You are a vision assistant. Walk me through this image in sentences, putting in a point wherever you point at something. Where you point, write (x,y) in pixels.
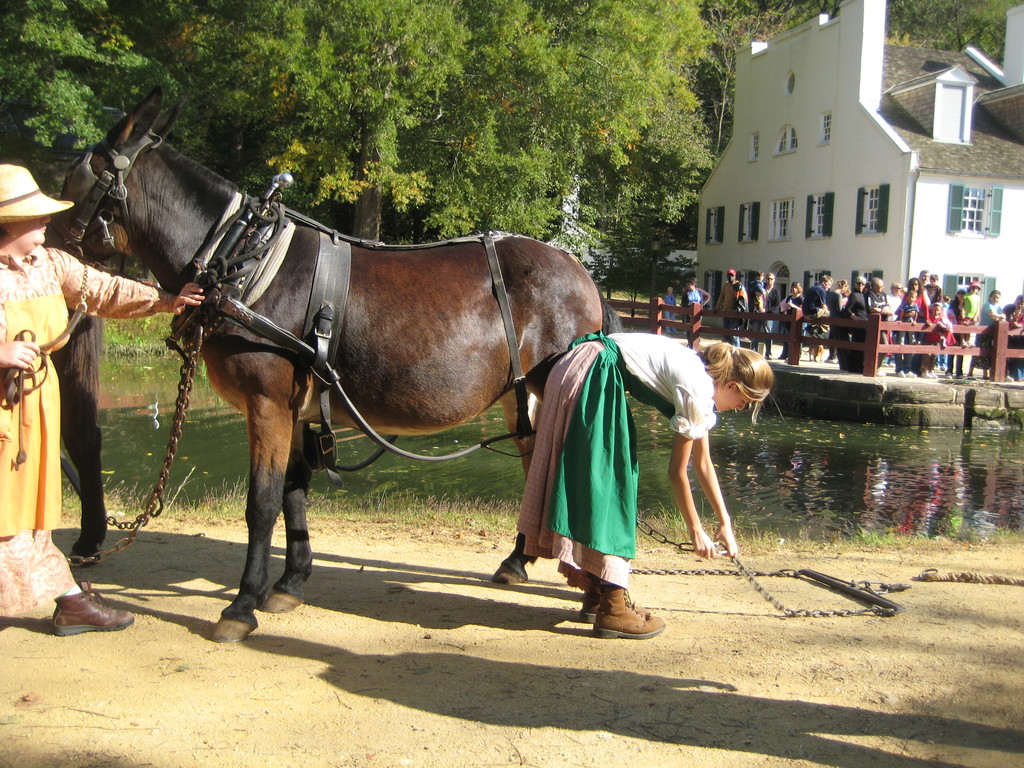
This is the picture of a place where we have a person (610,466) who is bending and holding the chain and behind her there is an other person (47,320) who is holding the horse (318,391) and to the side there is a lake (879,442), fencing (852,343) and some people (962,320), building (793,154) and some trees (352,190) to the other side of the fencing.
